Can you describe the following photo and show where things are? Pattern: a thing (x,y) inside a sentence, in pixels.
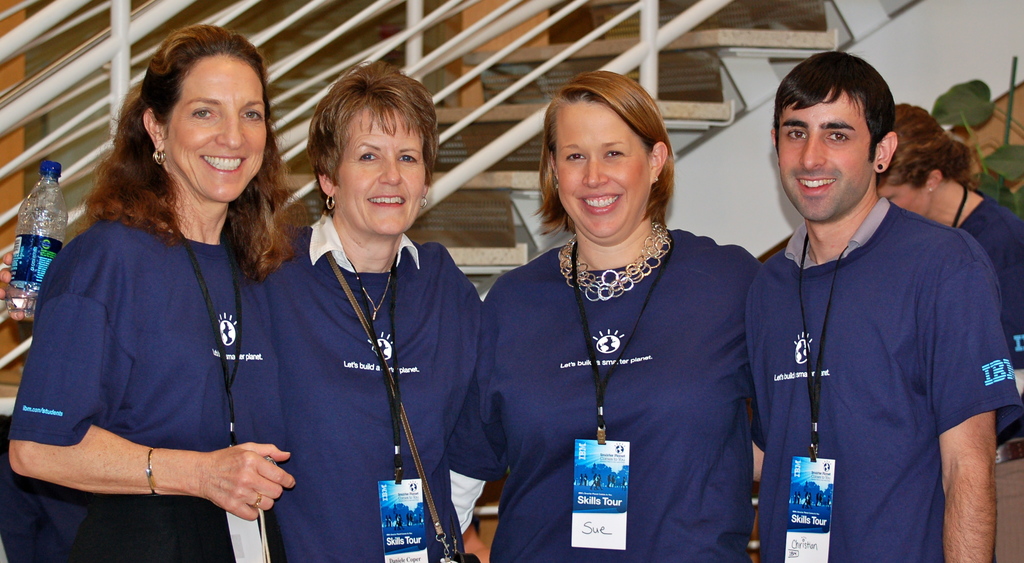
In this image there are people (687,425) standing. They are wearing blue tops (741,349) and badges (228,394). Left side a person's hand (2,271) is visible. He is holding a bottle (28,229). Background (12,232) there is a staircase (753,24). Right side (1011,172) there is a plant (989,182).
